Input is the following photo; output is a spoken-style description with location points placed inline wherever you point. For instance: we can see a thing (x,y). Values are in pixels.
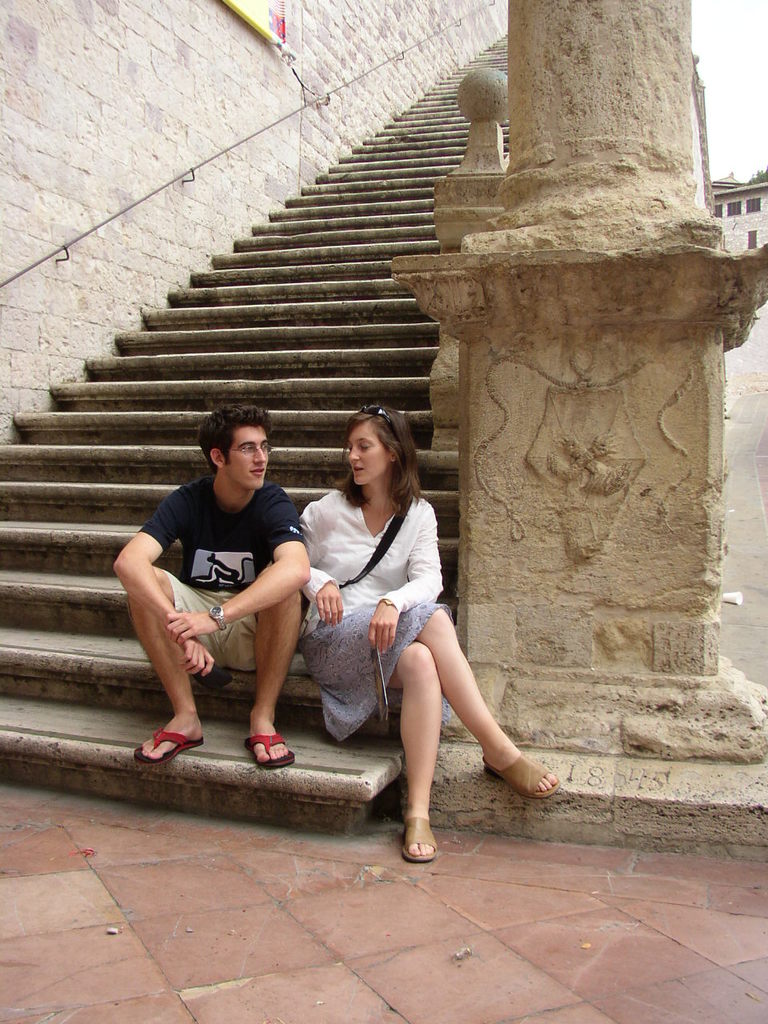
In this picture there is a woman (371,558) who is wearing white shirt (398,552), skirt (349,643) and sandal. Beside her there is a man (227,507) who is wearing t-shirt (203,549), short (221,639) and slippers (172,735). In the top right corner (762,79) I can see the sky (751,77). On the right (753,417) I can see the road (760,576), building (760,208) and trees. In the top left (251,69) I can see the board (260,6) which is placed on the wall (97,97).
